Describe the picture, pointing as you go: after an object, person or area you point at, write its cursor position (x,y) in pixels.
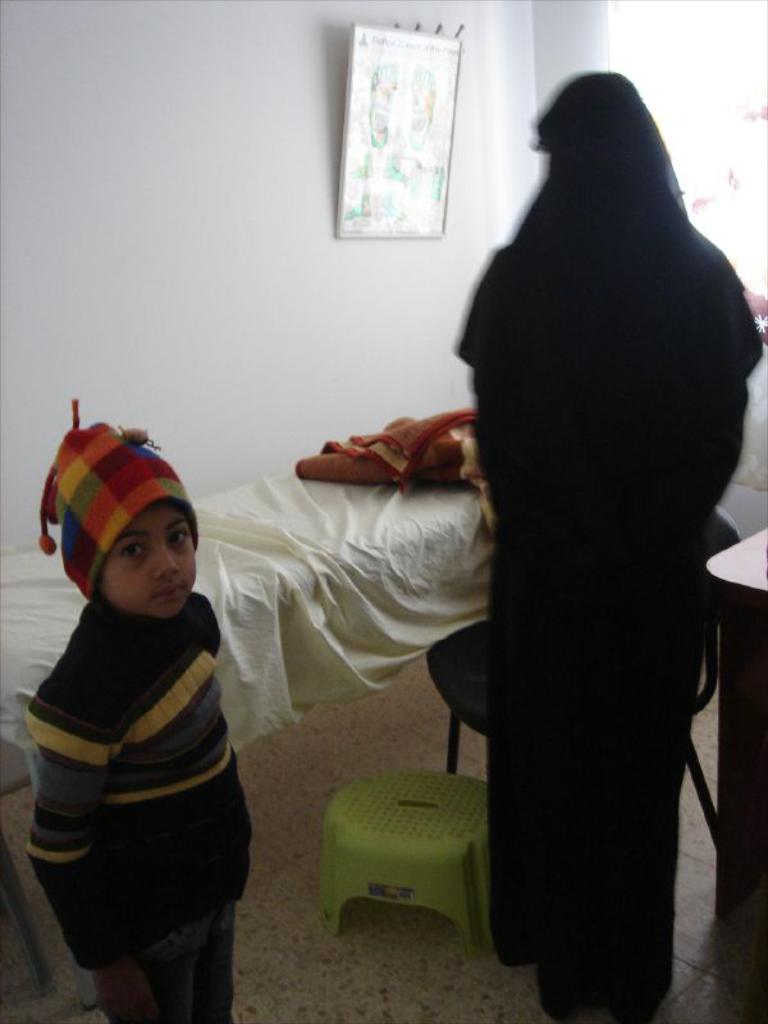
In this image we can see a child (234,872) and a woman (502,663) standing on the floor (283,794). In the background (318,128) we can see a wall hanging (397,164) attached to the wall (277,146), cot (314,600), chair (458,669), table (752,615) and a blanket (435,451).
